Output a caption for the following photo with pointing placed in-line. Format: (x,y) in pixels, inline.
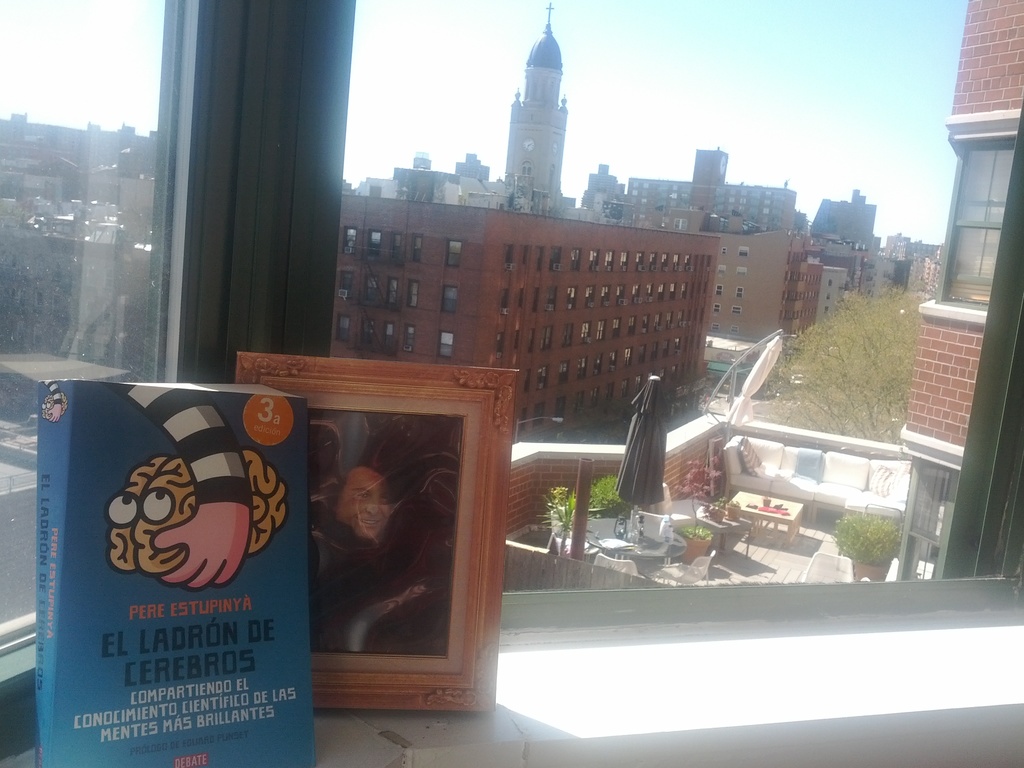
As we can see in the image there are buildings (492,267), windows (609,256), sofas (785,450), tables (641,553) and trees (885,335). There is a photo frame (438,436), book (153,539) and at the top (615,48) there is sky (486,46).
